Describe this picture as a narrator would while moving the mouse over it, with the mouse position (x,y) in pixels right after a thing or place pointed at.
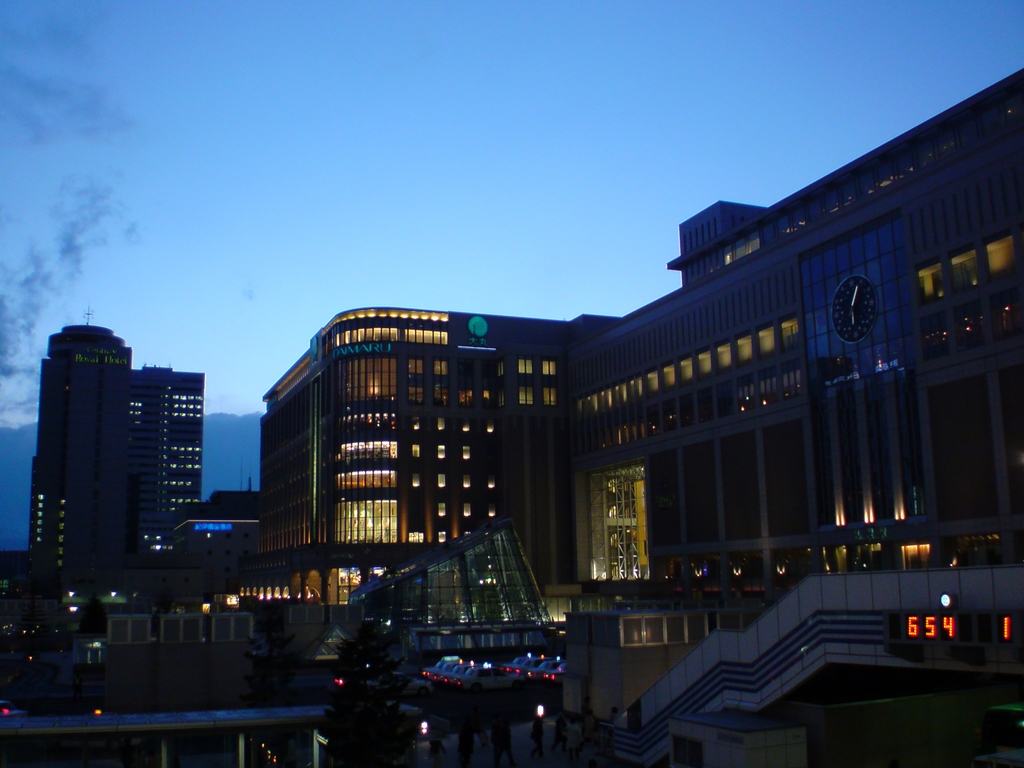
In the picture I can see tower buildings (544,396), vehicles (448,659) parked here, trees (347,752), LED display board (961,642), lights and the dark sky (394,73) in the background (250,253).
